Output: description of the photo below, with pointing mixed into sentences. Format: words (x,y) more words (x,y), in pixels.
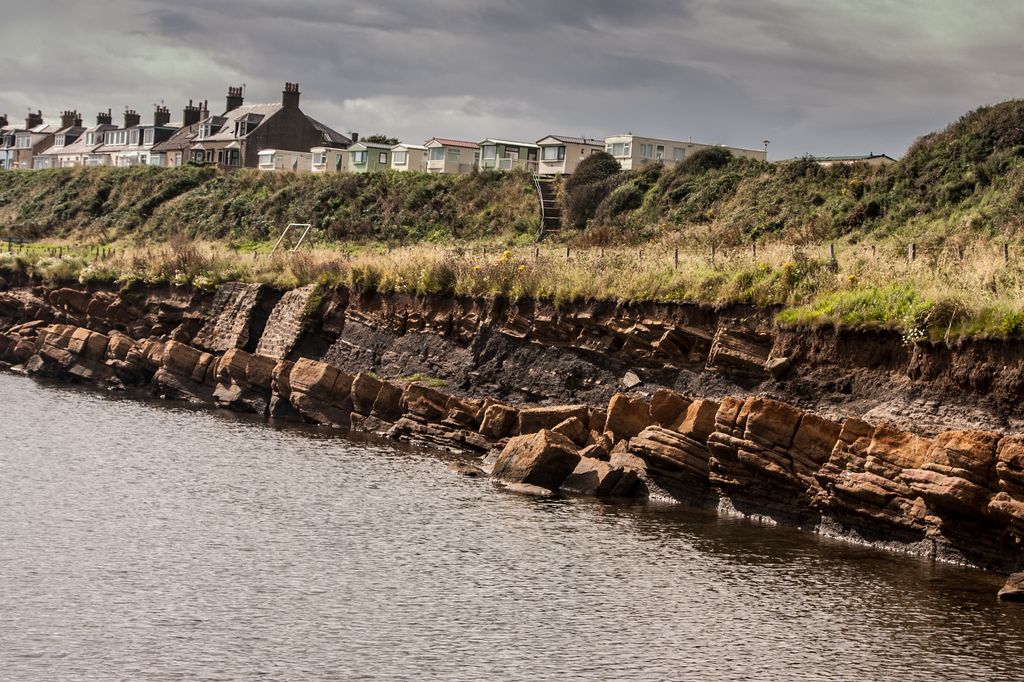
In this image at the bottom (230,567) there is a river (138,533), and in the center (524,279) there is grass (524,279) and some rocks (778,445) and rods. And in the background (215,214) there are some trees (395,201), buildings (73,154), at the top (480,72) there is sky (731,100).
